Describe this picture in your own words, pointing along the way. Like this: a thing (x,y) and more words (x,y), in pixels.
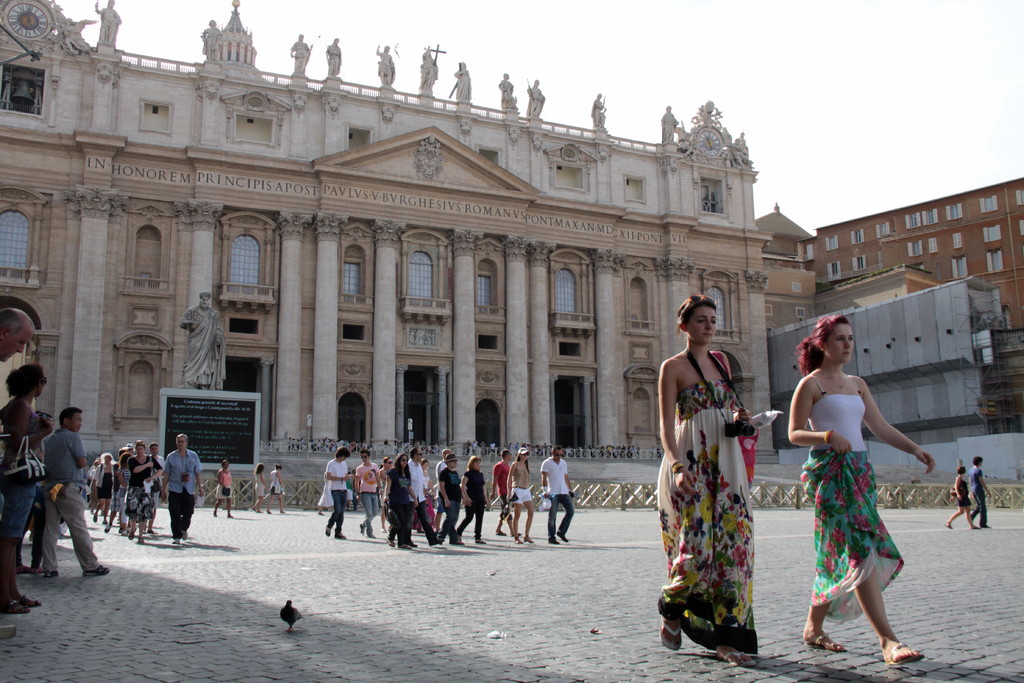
There are many people (736,467). Lady (673,462) in the front (716,437) is wearing a camera (728,435). There is a bird (298,610) on the ground (357,613). In the back (420,323) there is a building (322,179) with windows (563,301), arches (495,279) and pillars (296,278). In front of the building (179,298) there is a statue (211,355) with stand (214,401) and something is written on that. On the building (503,293) there are statues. On the right side (885,241) there is another building (906,256) with windows (956,245). In the background (690,33) there is sky (384,17).
